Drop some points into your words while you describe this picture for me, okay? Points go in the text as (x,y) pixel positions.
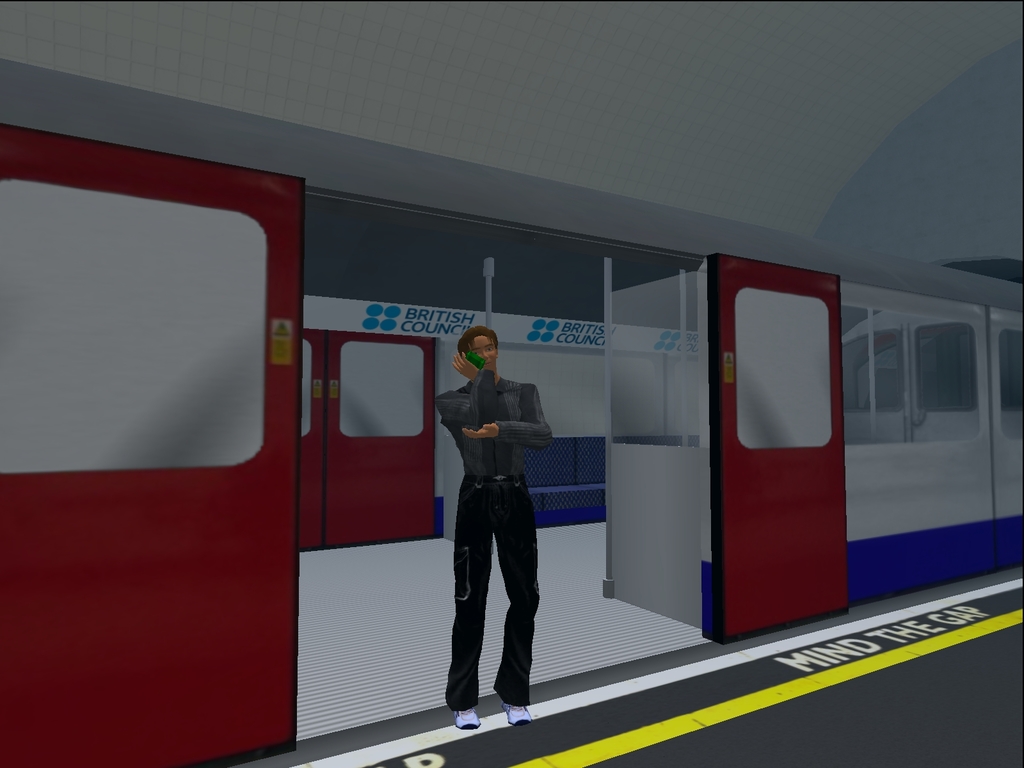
In this picture there is a 3D scene in which there is a train (432,459) and a man (468,431).
